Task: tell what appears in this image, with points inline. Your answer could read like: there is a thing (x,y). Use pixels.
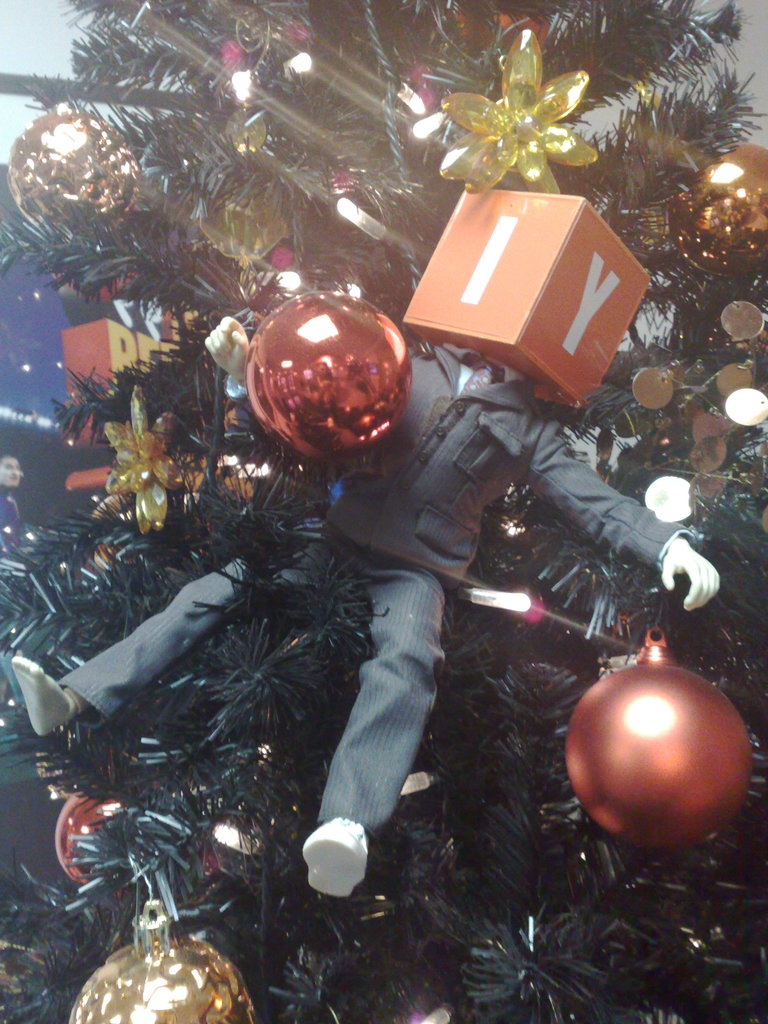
In this picture we can see a tree (519,794) is decorated with lights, some objects (346,448) and a toy (567,197). On the left side of the image (2,478), there is a person (12,479).
